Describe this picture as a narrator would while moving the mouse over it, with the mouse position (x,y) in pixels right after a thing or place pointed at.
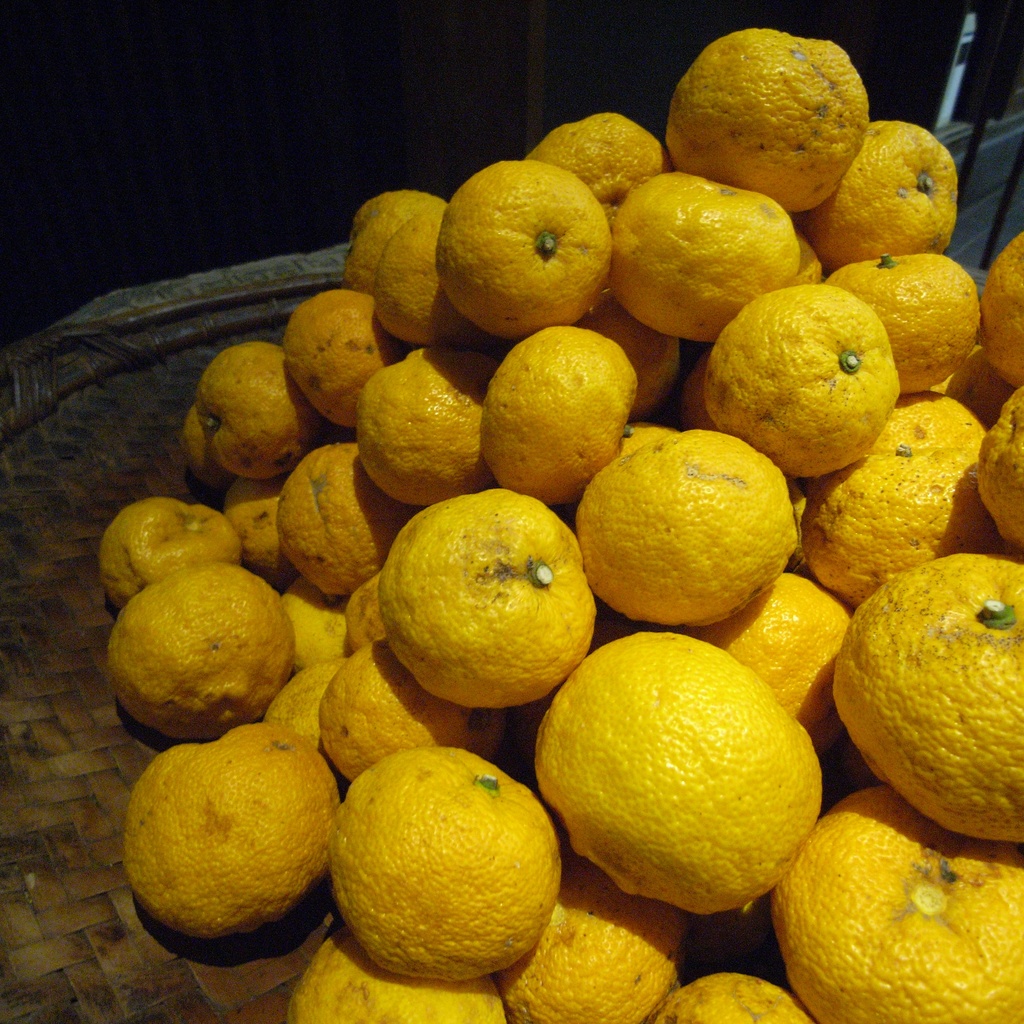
In the picture we can see many oranges (369,889) are placed in the basket (99,875).
